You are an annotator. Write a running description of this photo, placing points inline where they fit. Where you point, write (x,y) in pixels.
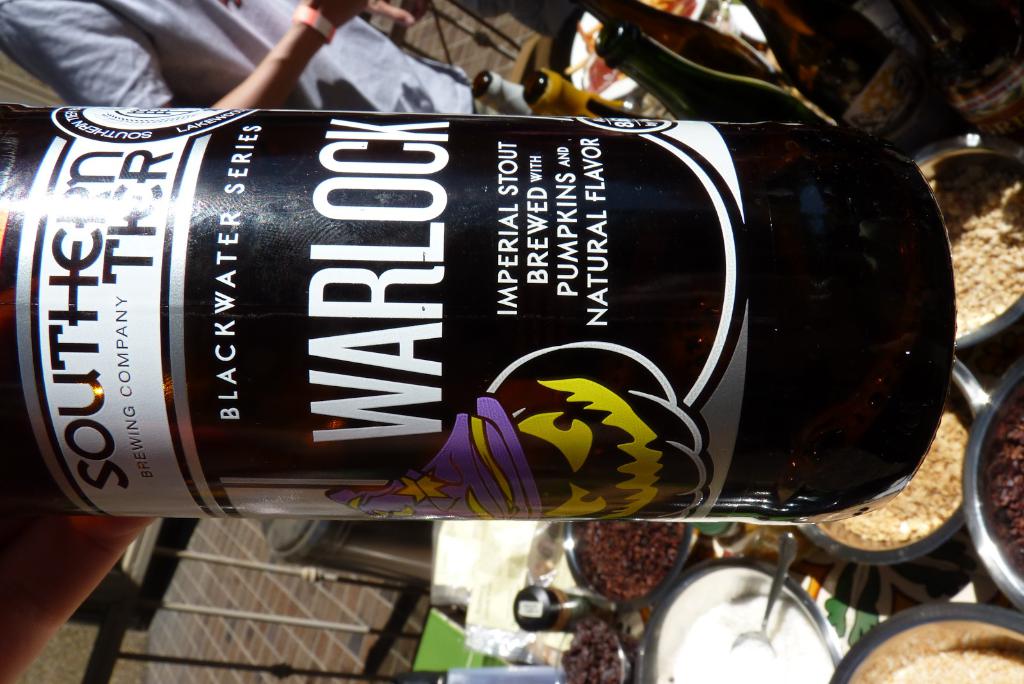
In this image we can see a bottle (625,467) and there is some text (501,302) on it and we can see some food items (705,608), bottles (526,617) and some other objects (521,564) on the table (753,533) and we can see a person (3,22).
